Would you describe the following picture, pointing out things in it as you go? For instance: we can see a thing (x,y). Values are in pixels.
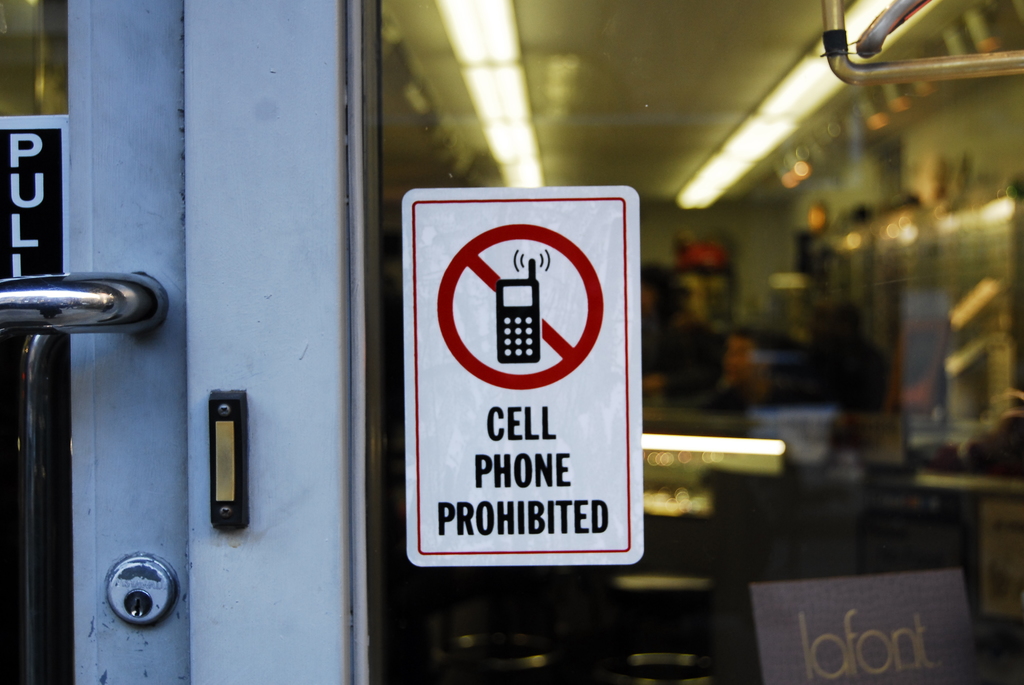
Here we can see glass door (147,226) and we can see poster (467,336) on glass door (853,527), through this glass (865,522) we can see lights (744,161).
